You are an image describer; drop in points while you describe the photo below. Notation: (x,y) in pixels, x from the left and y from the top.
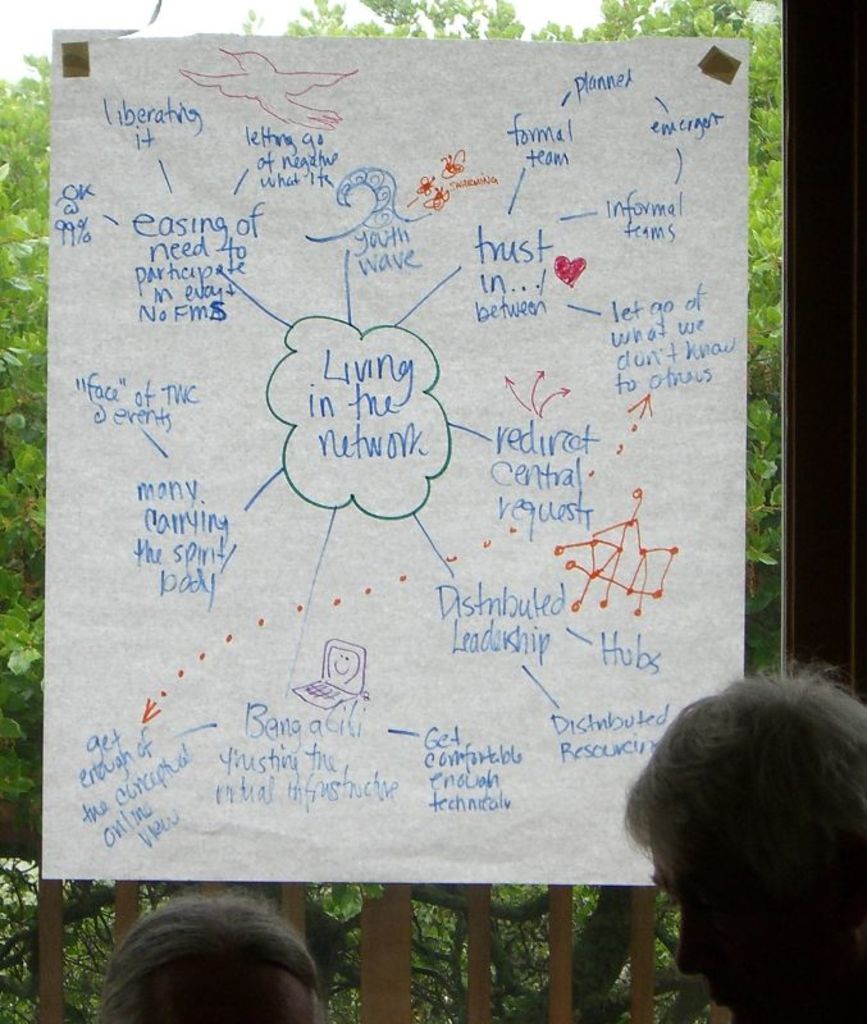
In this image there is one glass door (25,578) on the door (177,14) there is one paper (341,217), and on the paper (575,398) there is some text (486,185) and through the door (764,432) we could see some trees (16,339). At the bottom (735,844) there are two people (829,969).
